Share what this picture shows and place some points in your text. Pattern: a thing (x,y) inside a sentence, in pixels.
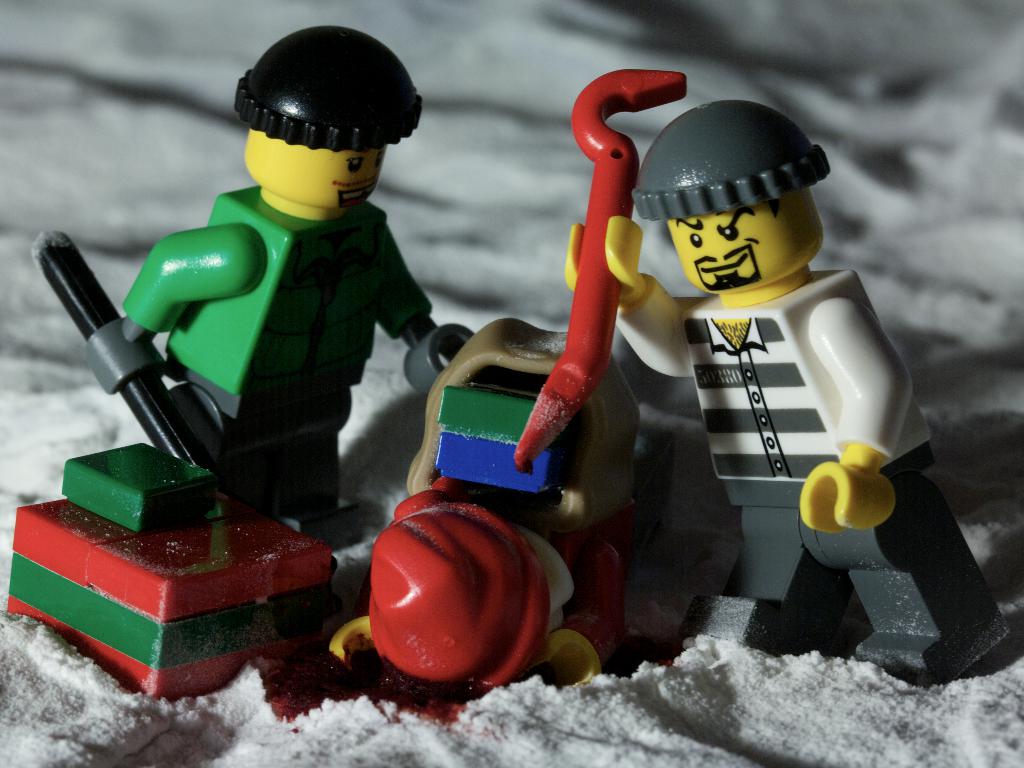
In the image we can see there are toys (794,365) standing on the ground (75,759). The ground (598,727) is covered with snow (392,745) and toys (567,280) are holding rods (592,266) in their hand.
